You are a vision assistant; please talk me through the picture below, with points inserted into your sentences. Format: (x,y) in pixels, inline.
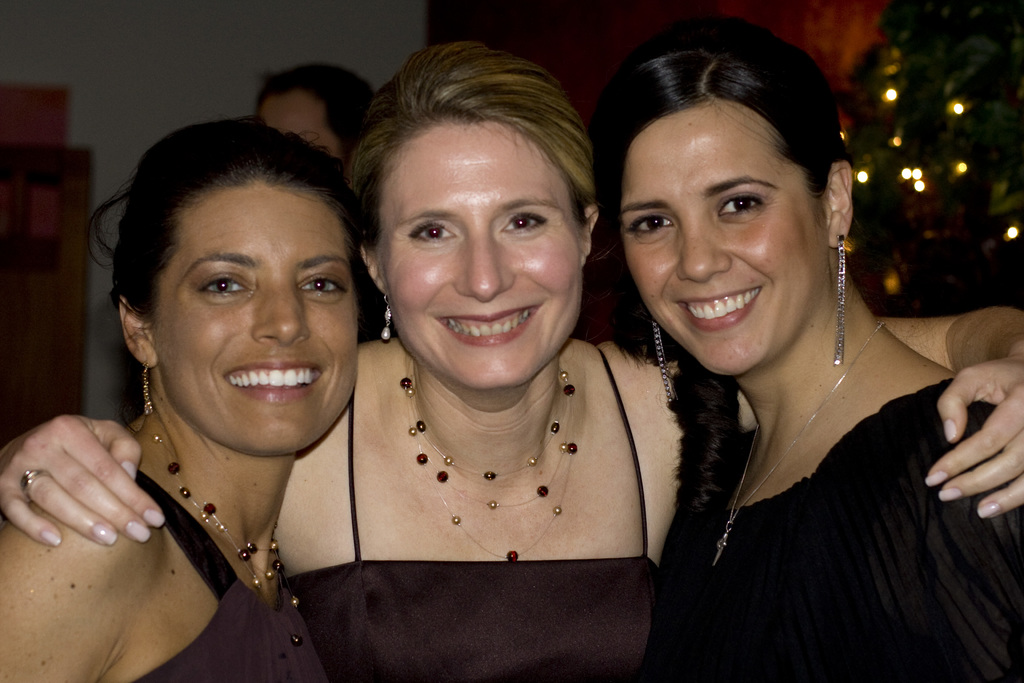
In this picture there are three women (620,499) who are wearing black dress (708,563) and lockets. Three of them were smiling. Behind them there is another woman (274,79) who is standing near to the wall (197,64). In the background (971,173) I can see the trees (969,244), lights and cloth (842,45).
